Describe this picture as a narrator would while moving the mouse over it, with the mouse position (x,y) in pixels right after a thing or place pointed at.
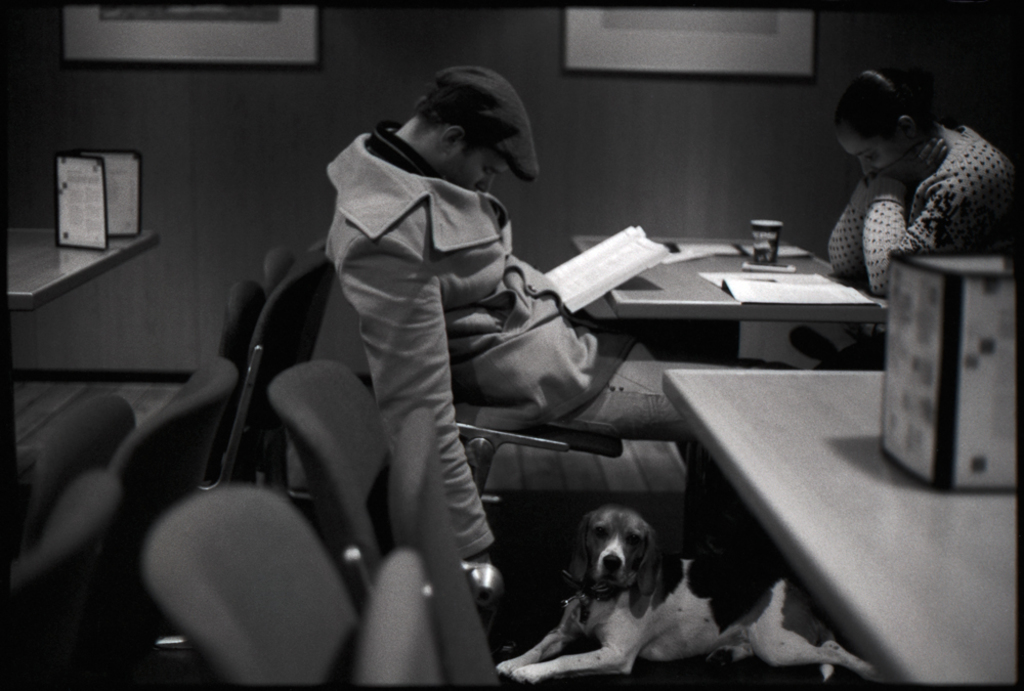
This is a black and white picture. In the right bottom (892,518), we see a table (900,530) on which a box (889,360) is placed. Beside that, we see a dog (677,584). Beside the dog (591,556), we see a man (590,337) and the woman (848,216) are sitting on the chairs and in front of them, we see a table (657,301) on which the books (795,288) and some other objects (693,248) are placed. On the left side (315,298), we see the chairs (248,488) and a table (105,257) on which a book (129,210) or a white color board (98,193) is placed. In the background (652,164), we see a wall (551,170) on which the photo frames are placed.
